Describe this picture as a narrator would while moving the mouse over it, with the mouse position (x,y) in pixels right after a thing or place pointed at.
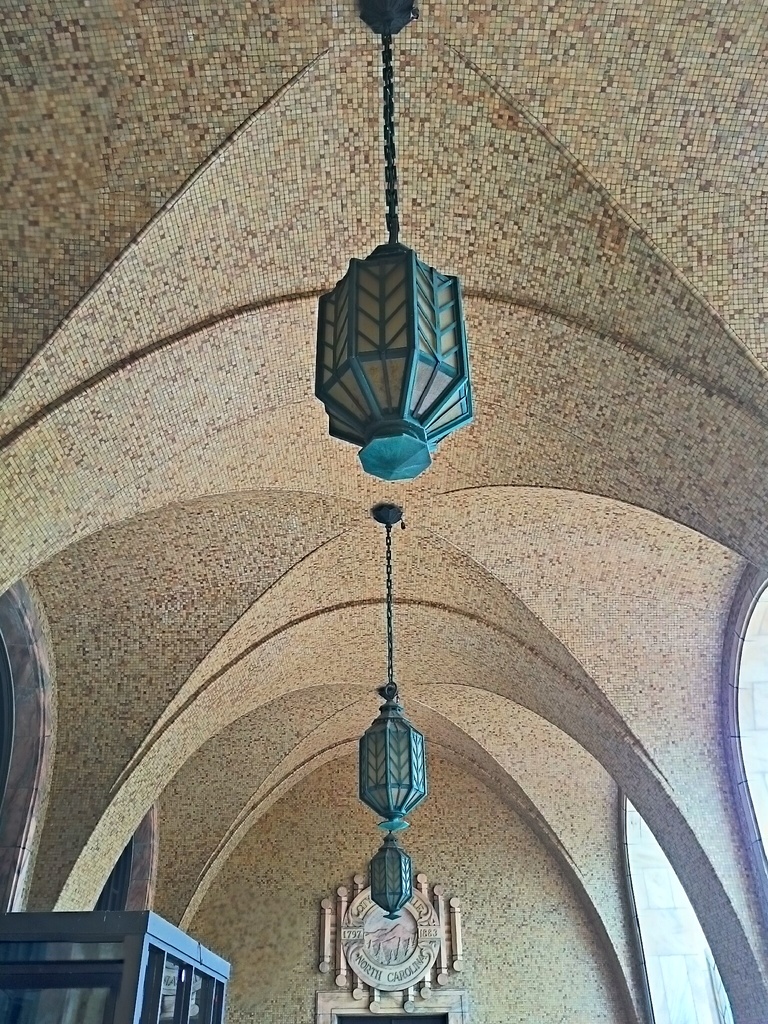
In this image we can see there is an inside view of the building (405,65). And there are windows (656,914), box (210,965), frame (381,938) and light (421,389) attached to the ceiling (621,492).
